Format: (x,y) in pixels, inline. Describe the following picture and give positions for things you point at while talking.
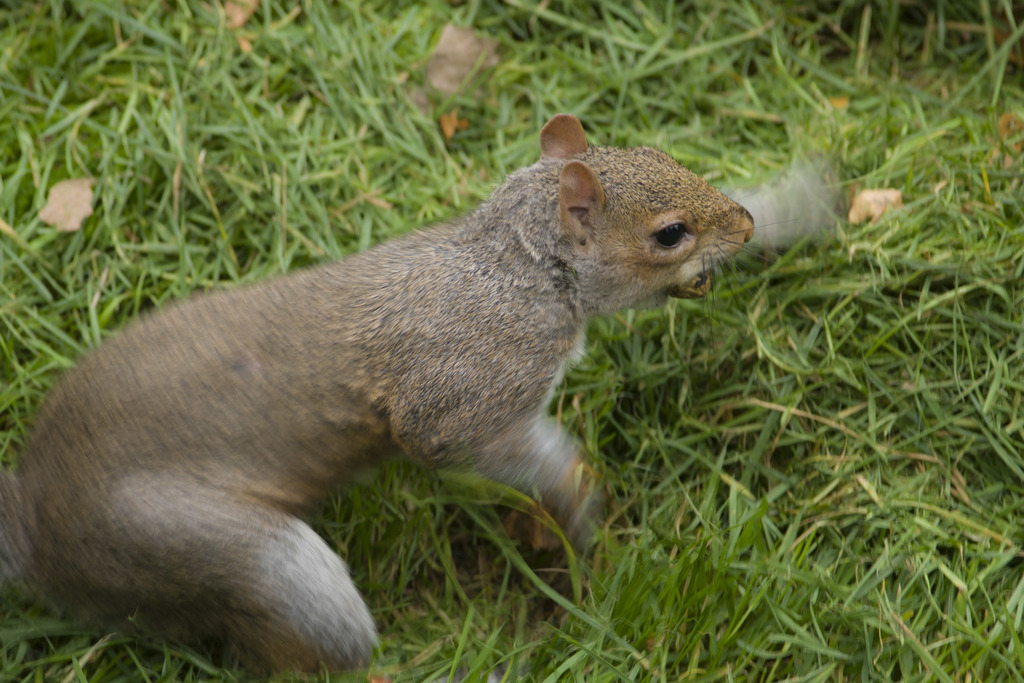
In this picture we can see a fox squirrel (540,383) in the front (519,363), at the bottom (806,456) there is grass (864,188).
